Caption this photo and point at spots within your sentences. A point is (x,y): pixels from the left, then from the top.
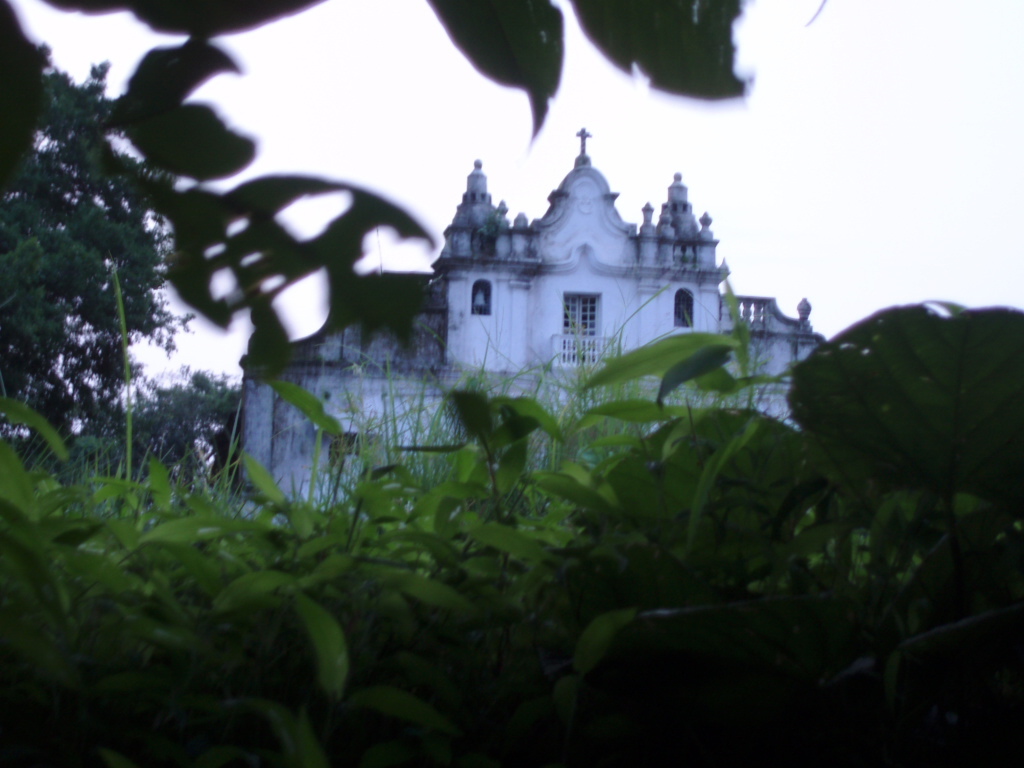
This picture is clicked outside. In the foreground (172,549) we can see the plants (400,489). In the center (607,303) there is a building (540,239). In the background (341,88) we can see the sky (344,76) and the trees (106,210).
